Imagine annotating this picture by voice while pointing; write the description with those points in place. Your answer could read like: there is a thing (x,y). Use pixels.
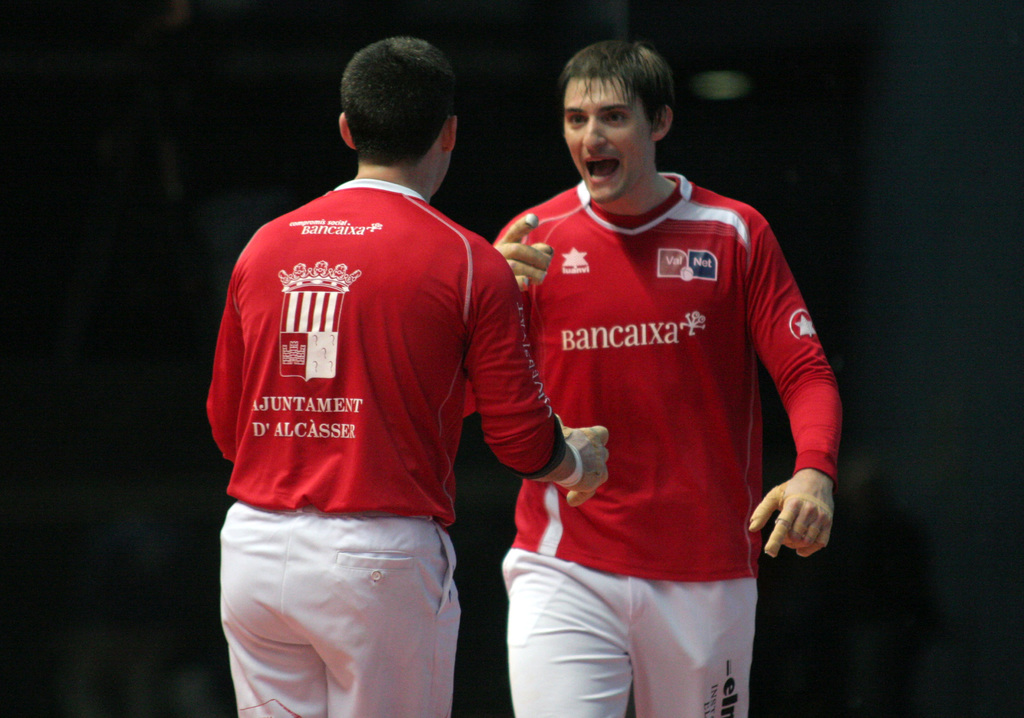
In this picture I can see 2 men (549,308) in front (450,255) who are wearing same color dresses (471,336) and I see something is written on their t-shirts (518,358) and I can also see logos (565,269). I see that it is dark in the background (779,86).
